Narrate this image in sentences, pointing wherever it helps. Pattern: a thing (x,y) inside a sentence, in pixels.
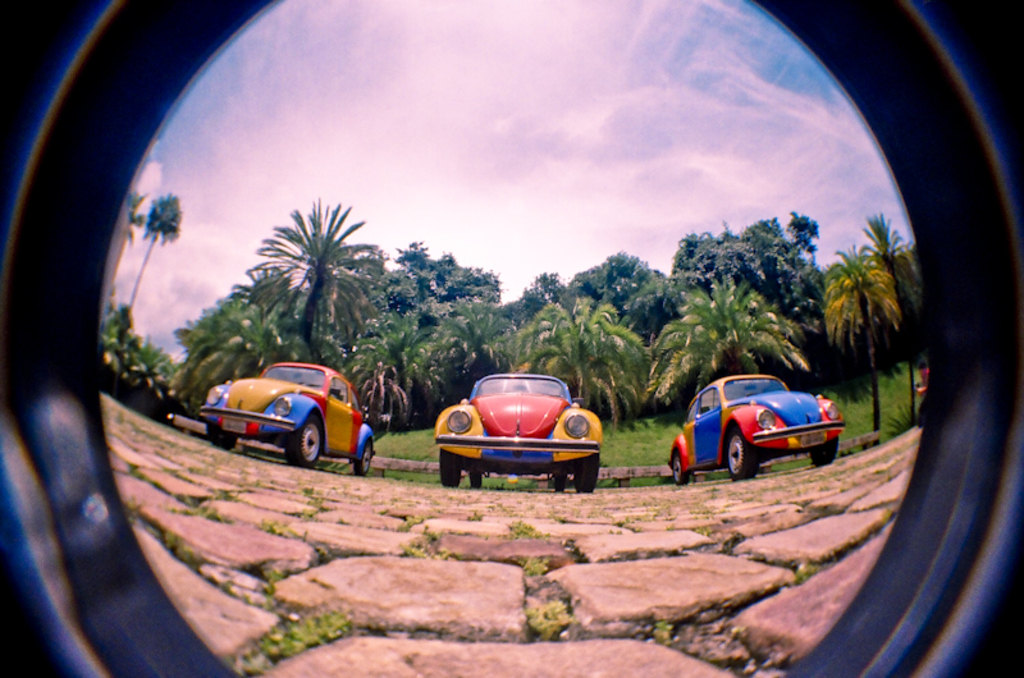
In this image we can see the lens (12,538) through which we can see the three cars (805,424) parked on the stone ground (524,522). In the background (334,348), we can see trees (492,292) and the sky (572,196) with clouds (593,196).
